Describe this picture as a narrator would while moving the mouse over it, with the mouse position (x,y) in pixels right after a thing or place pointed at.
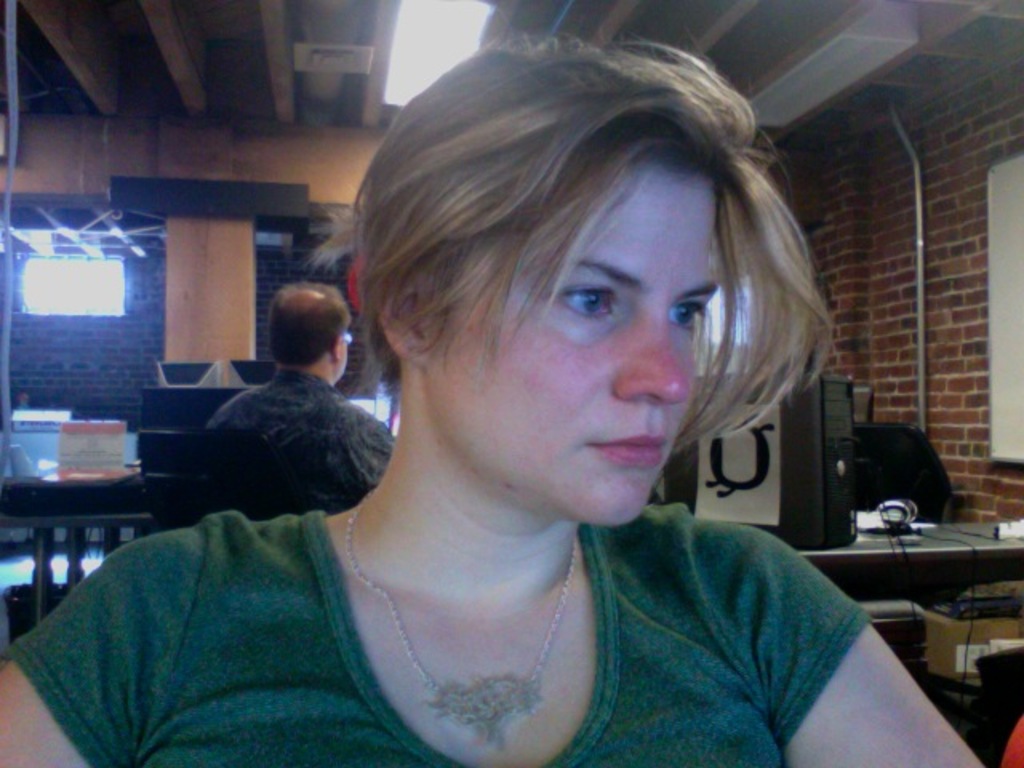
In the picture we can see a woman (606,632) sitting in the chair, near the desk (51,518), she is wearing a green T-shirt (774,610) with a necklace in her neck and in the background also we can see a man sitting in the chair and in the background (944,340) we can see a wall (957,343) with a window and a wooden plank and to the ceiling (212,67) we can see a light (473,1).
